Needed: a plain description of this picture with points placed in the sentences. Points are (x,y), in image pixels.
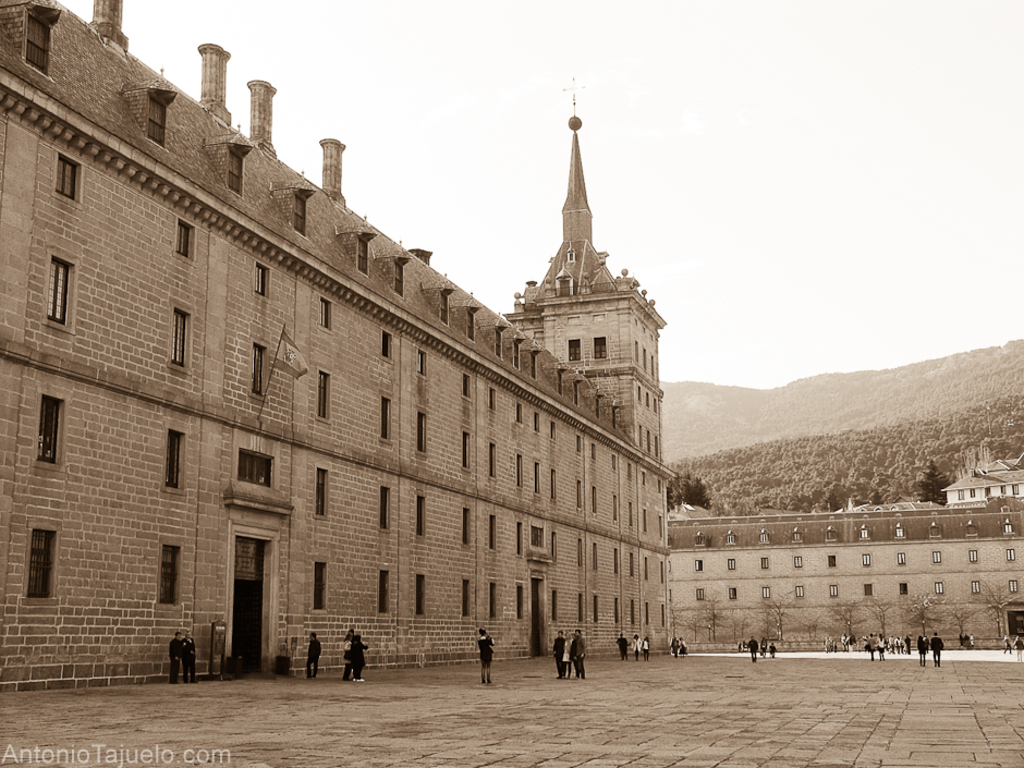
In this image, we can see people (754,644) on the road (729,666) and in the background (555,373), there are buildings (632,487) and trees (776,451) and there are hills (723,463). At the bottom (97,745), there is some text (125,751) and at the top (663,86), there is sky (696,159).
